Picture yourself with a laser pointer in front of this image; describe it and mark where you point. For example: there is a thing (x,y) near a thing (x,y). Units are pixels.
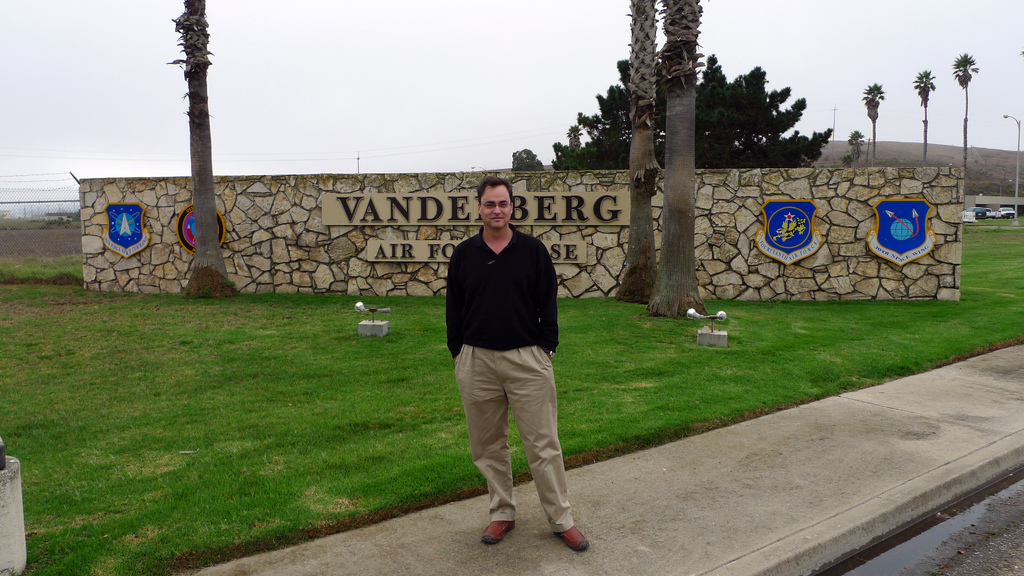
In this picture we can observe a man (466,374) standing and smiling. He is wearing black color T shirt (478,299). Behind him there is some grass (152,446) on the ground (293,420). We can observe some trees (652,183) and a wall (451,226) in the background (603,264). We can observe a sky (440,140) here.
